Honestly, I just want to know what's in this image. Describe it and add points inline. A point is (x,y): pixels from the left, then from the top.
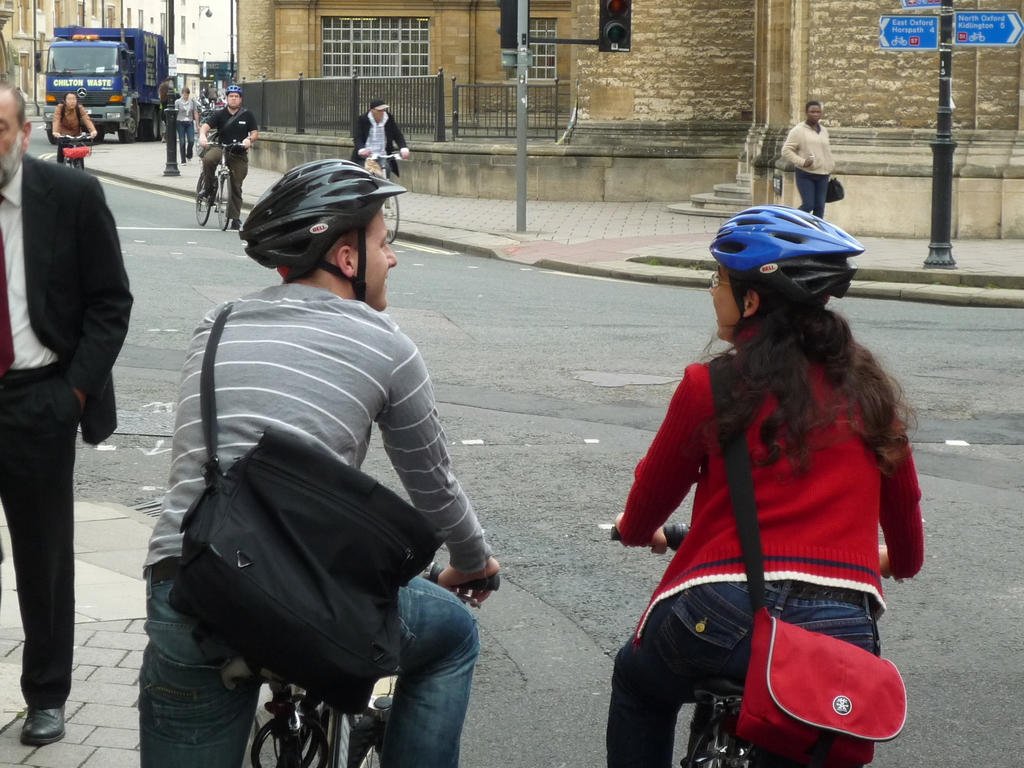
This is a picture taken in the outdoors. It is cloudy. There are group of people (391,443) riding the bicycle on the road (552,381). Background of this people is a building (691,132) and a pole (940,128) and on the pole (940,136) there are the sign boards (933,34).
